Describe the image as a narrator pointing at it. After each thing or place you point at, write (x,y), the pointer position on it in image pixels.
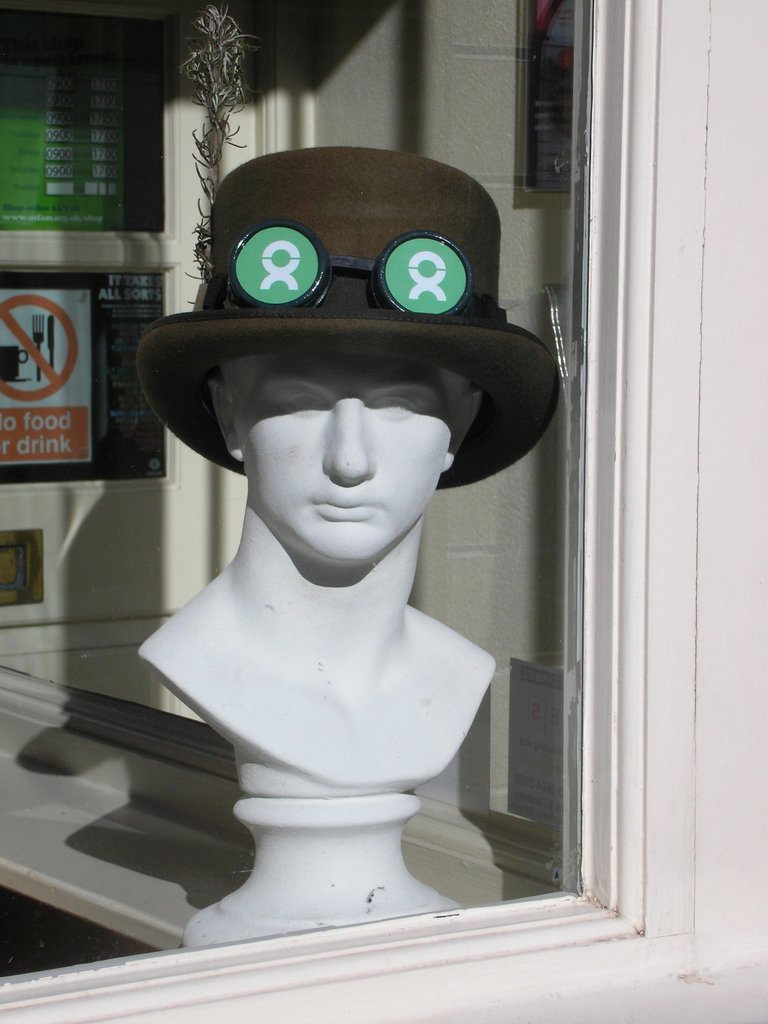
In this image I can see the glass (155,809). In the glass (436,612) I can see the mannequin (283,527) with hat (284,334). In the background (37,257) I can see many boards (19,174) and the wall (356,84).
